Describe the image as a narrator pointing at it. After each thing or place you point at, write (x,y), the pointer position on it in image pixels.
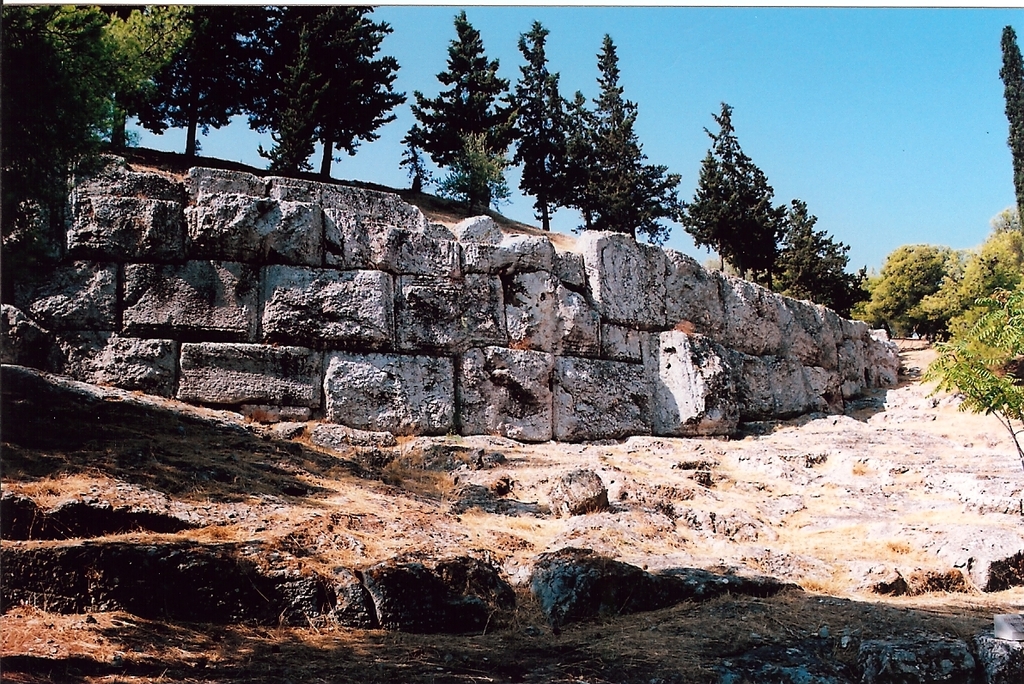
In this picture we can see few rocks (619,361) and trees (758,266).
